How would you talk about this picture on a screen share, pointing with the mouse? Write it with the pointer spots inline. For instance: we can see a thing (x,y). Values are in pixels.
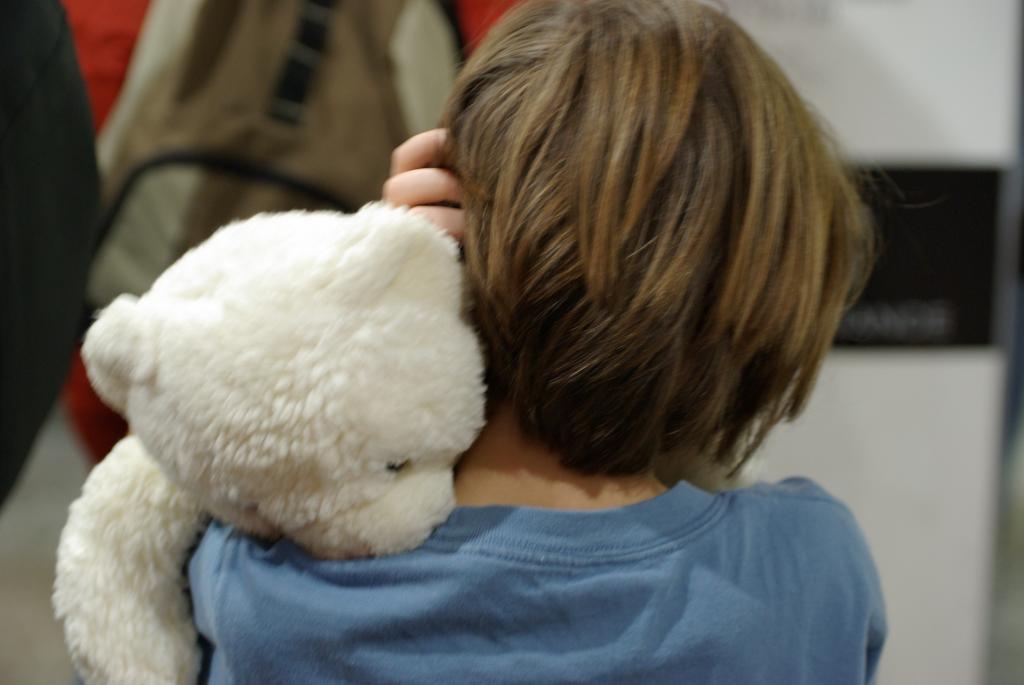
In this picture there is a small boy (492,136) in the center of the image (545,343), by holding a teddy bear (287,388) in his hands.
